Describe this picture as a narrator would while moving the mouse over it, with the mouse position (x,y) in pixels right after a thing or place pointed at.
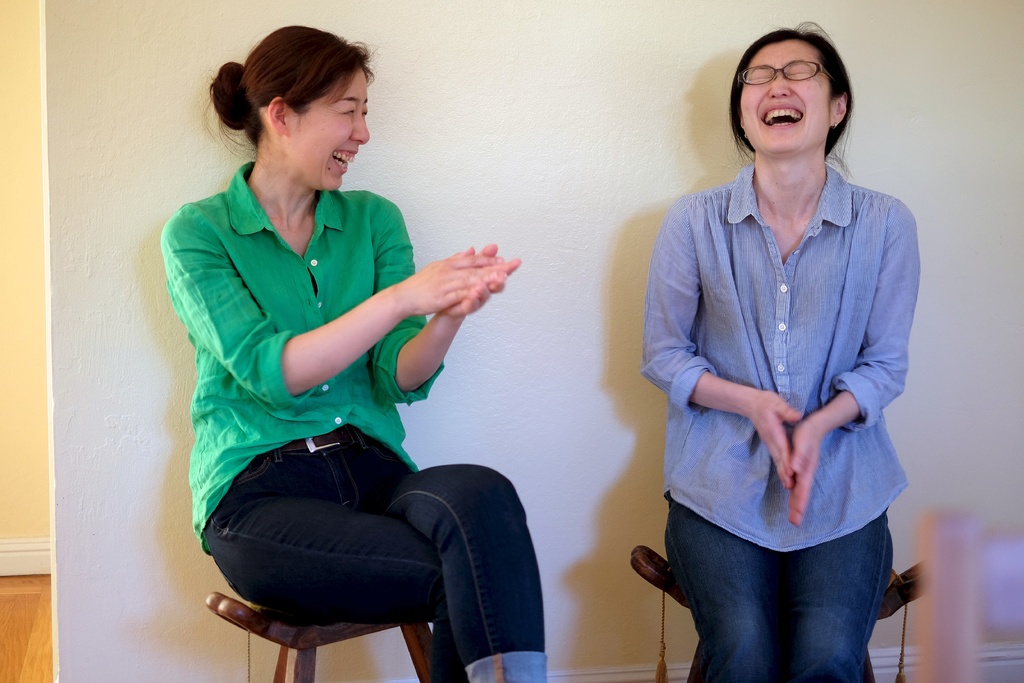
In this image there are two women (252,362) sitting on chair (631,568). The woman (867,519) in right side (819,272) is wearing blue shirt (780,322), the woman (519,507) in left side (279,303) is wearing green shirt (273,273). They both are laughing. In the background (443,438) there is wall (499,158).
